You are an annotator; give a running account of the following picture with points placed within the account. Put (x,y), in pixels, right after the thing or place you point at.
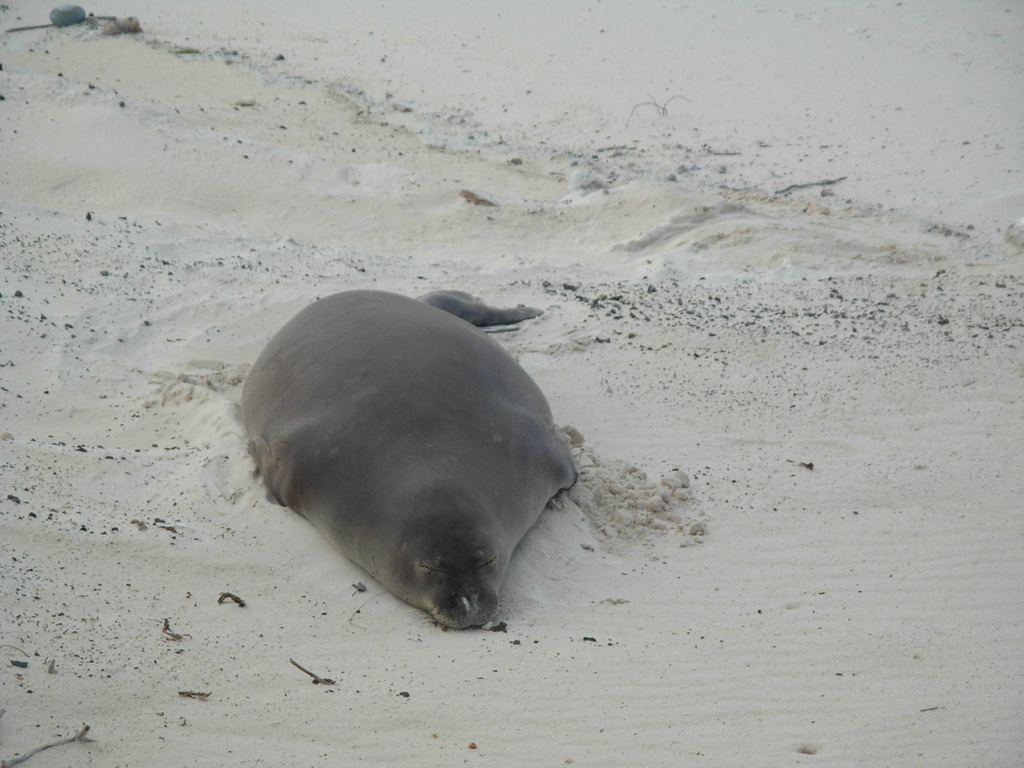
This image consists of a seal (332,453) lying on the ground (255,681). At the bottom (218,661), there is white sand (275,653).
